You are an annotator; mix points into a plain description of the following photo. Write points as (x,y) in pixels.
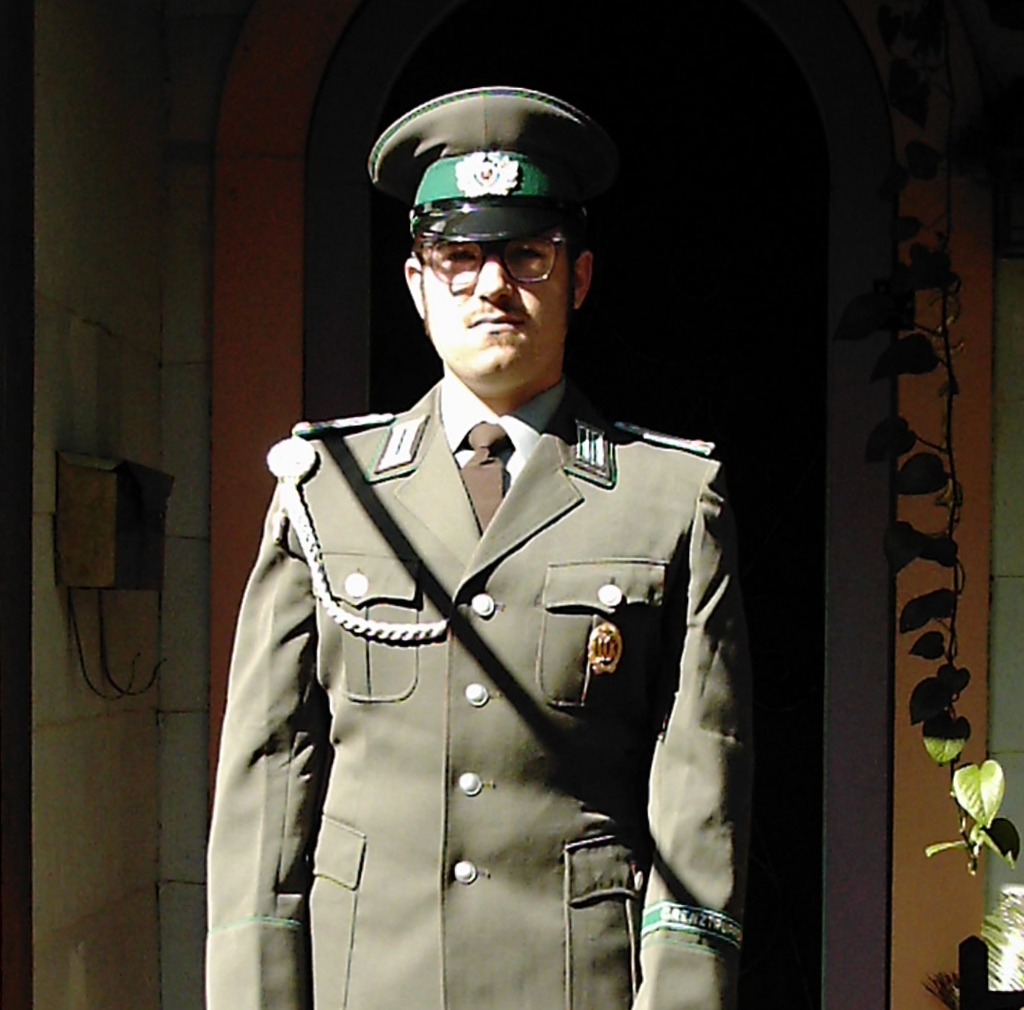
In the image we can see there is a man (535,394) standing in front (503,129) and he is wearing a uniform (334,662), cap (537,152) and spectacles (557,251). Behind there is a letter box (122,522) kept on the wall (98,438).
